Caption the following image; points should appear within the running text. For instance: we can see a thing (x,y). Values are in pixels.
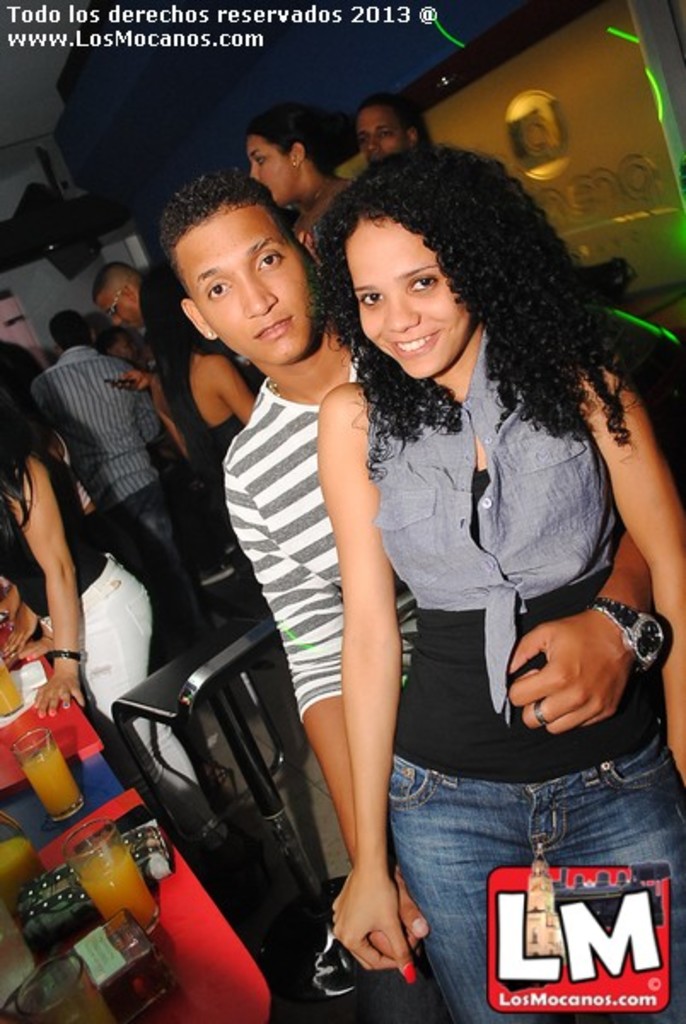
Here in the front (464,409) we can see a couple (410,424) standing on the floor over there and both of them are smiling and behind them also we can see number of people (229,364) standing here and there and we can see chairs (144,694) present on the floor (218,621) over there and in front of them we can see a table (232,1014), on which we can see juice glasses (48,791) present over there.
